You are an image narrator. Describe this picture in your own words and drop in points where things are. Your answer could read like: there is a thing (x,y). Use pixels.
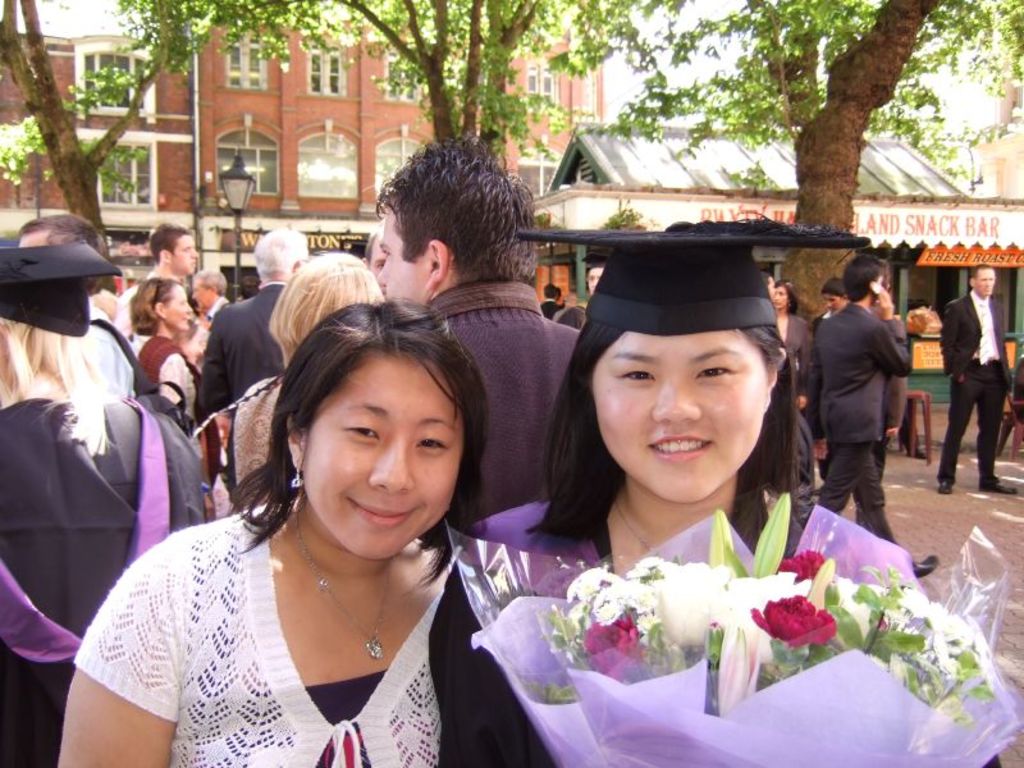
In this image there are two ladies (464,520) standing, one is holding a bouquet (845,730) in her hands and giving pose for a photograph, in the background (962,314) there are people (792,300) standing and there are trees (58,174), buildings (613,178).
